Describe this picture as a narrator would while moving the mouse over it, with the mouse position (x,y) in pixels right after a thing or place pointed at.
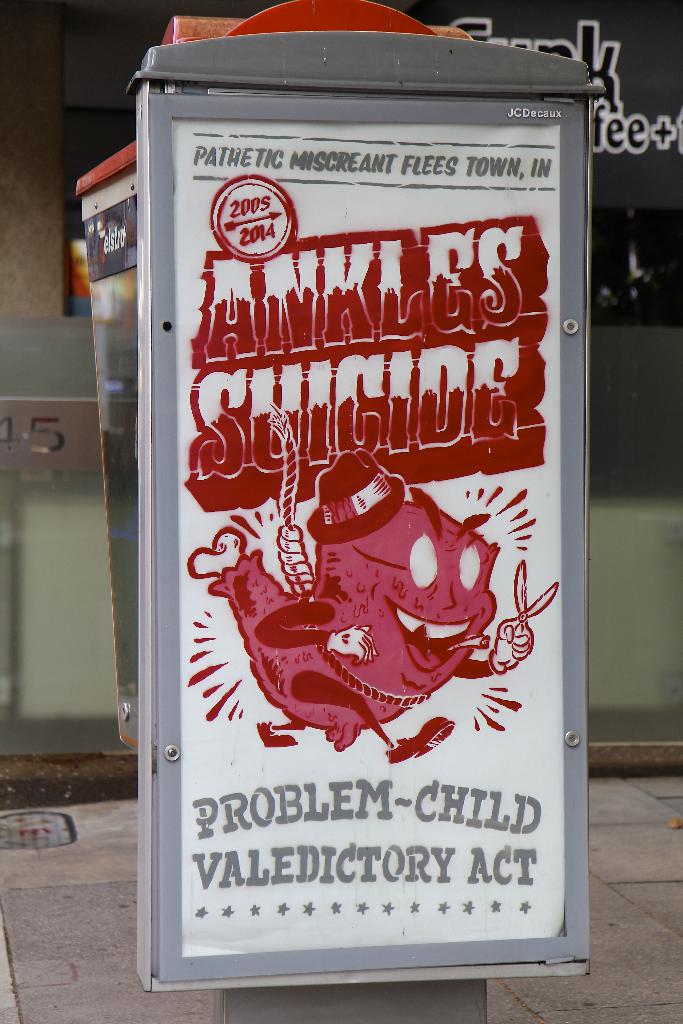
In this picture I can observe advertisement board (373,566) in the middle of the picture (400,449). There is some text (267,439) in the board (296,768).
